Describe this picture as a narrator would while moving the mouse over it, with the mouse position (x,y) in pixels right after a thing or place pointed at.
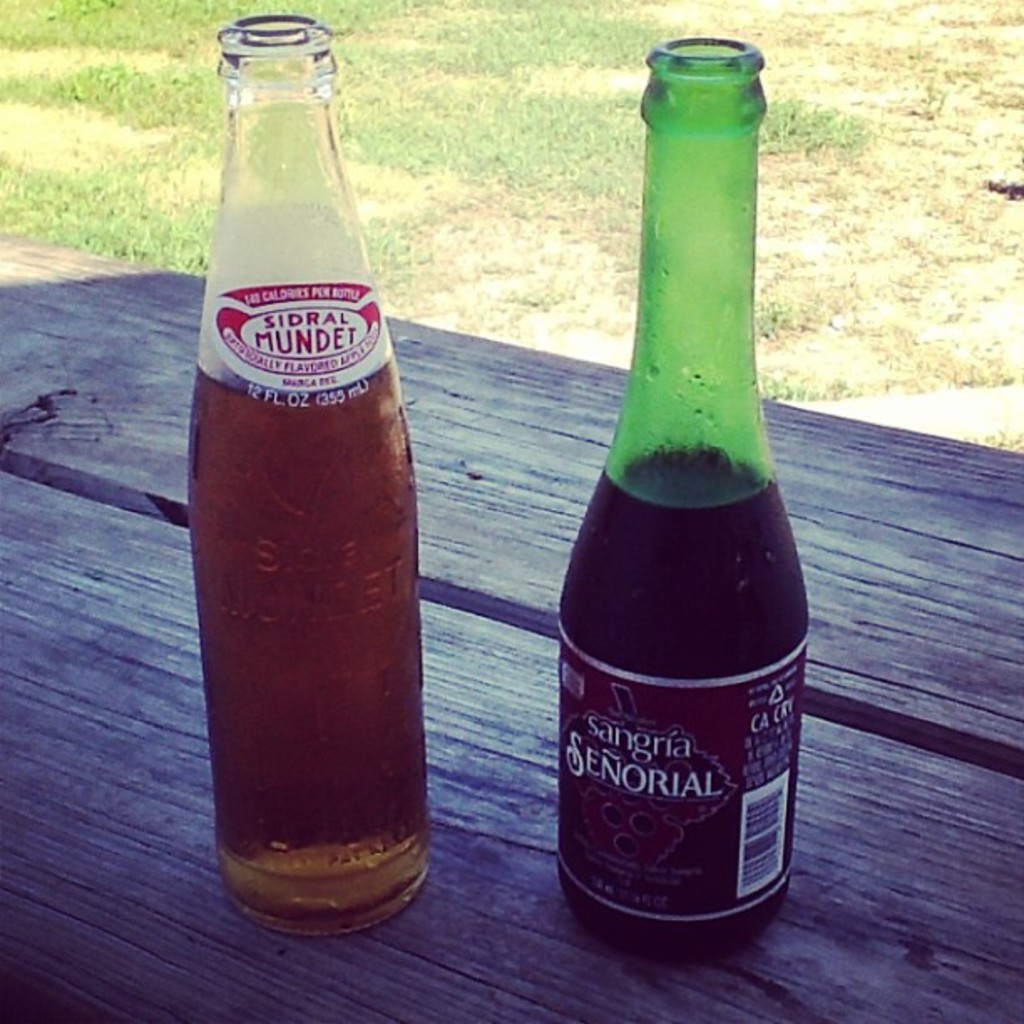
In this image, There is a table (286,977) which is in grey color and on that table (136,746) there are two bottles (328,861) and in the background (784,300) there is grass (547,232).
